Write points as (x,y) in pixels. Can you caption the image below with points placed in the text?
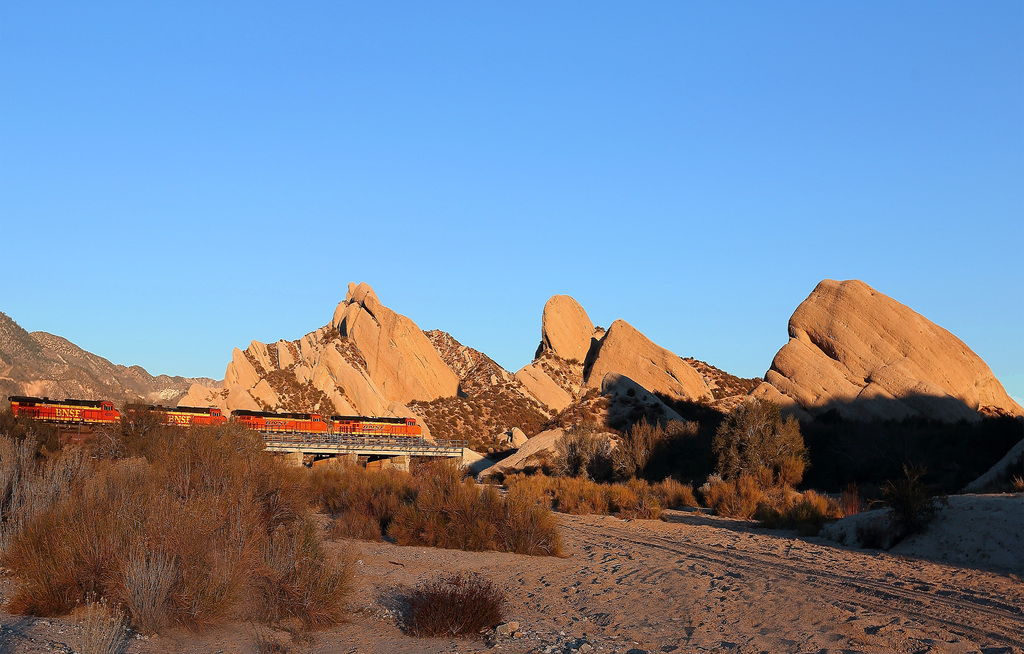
In this picture there is a train (69,408) on the left side of the image (222,412), on the bridge (313,434) and there are cliffs (299,390) and plants (450,470) in the image.
